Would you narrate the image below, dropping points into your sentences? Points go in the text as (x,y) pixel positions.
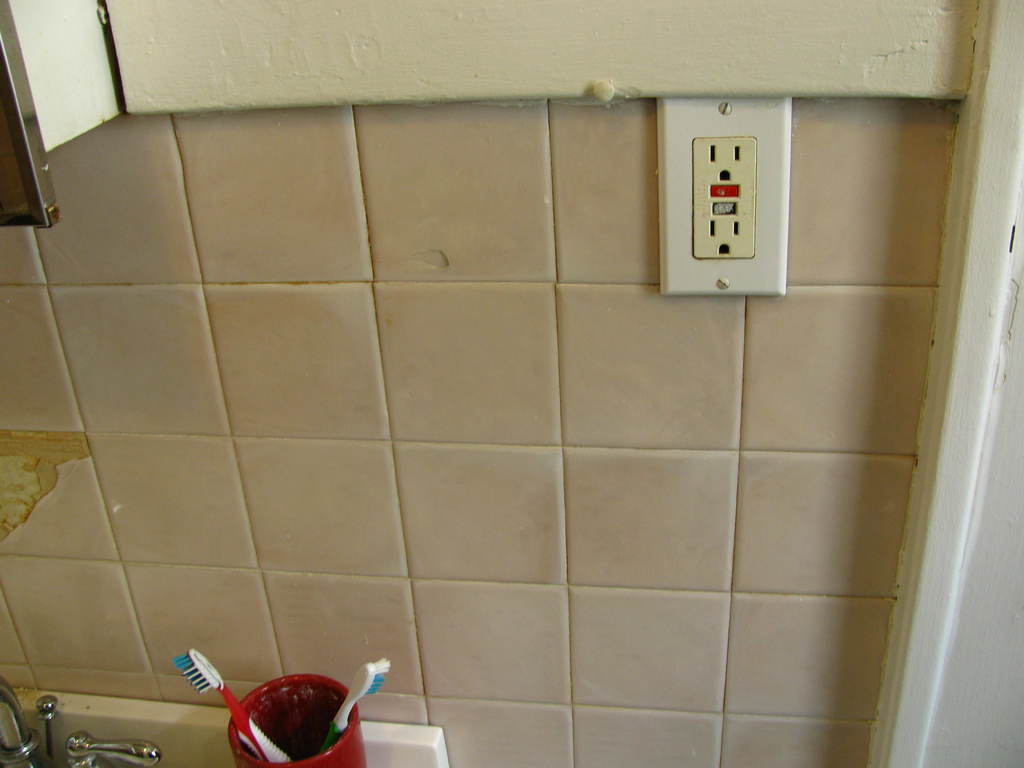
In this picture we can see tiles (477,351), at the left bottom (76,744) we can see a tap (84,755) and a brush stand (277,731), there are two brushes (344,702) in this stand (281,706), on the right side (709,188) we can see socket board (721,218).
